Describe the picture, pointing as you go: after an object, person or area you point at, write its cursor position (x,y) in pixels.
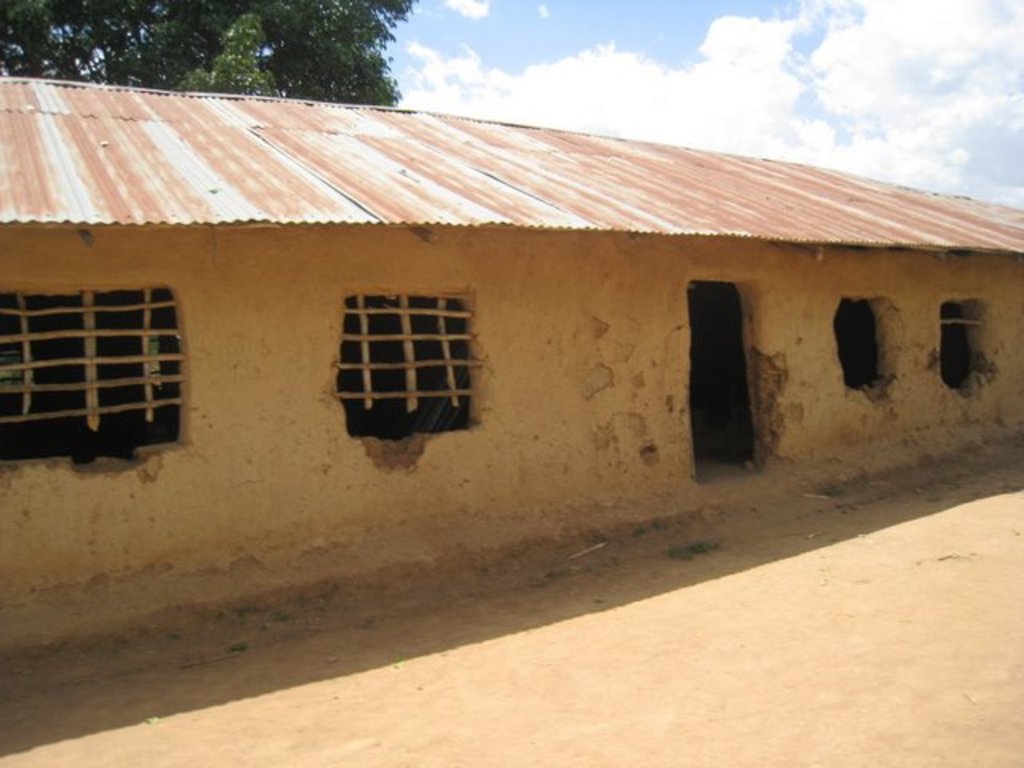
In this image we can see a shed (227,193), ground (771,523), trees (378,78) and sky (603,51) with clouds (826,58).
